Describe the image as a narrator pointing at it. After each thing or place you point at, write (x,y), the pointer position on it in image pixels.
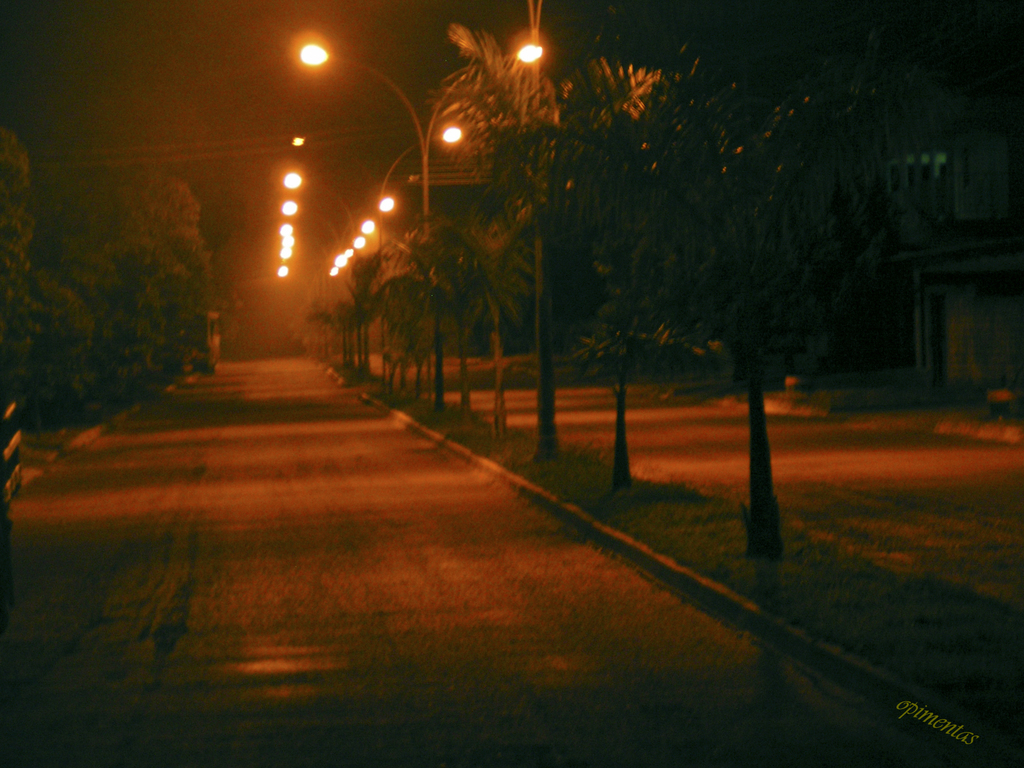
There are trees (649,343) and a road (419,664) in the foreground area of the image (373,600), there are trees (53,265) and lamps (305,61) in the background (468,88).
